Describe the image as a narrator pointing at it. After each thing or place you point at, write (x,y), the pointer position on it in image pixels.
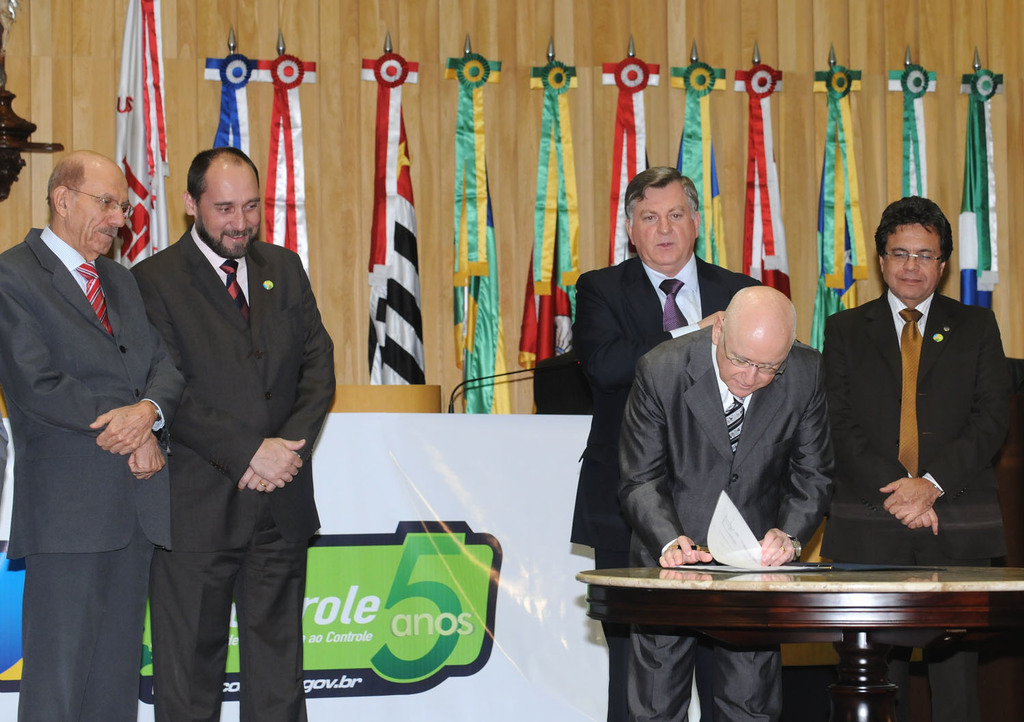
This image is clicked in a meeting. There are five persons (790,493) in this image. All are wearing suits (726,443). To the right (848,615), there is a table (828,593) on which papers (747,557) are kept. In the background (186,67), there is a wooden wall (261,49) on which flags (139,45) are placed. In the middle (402,424) there is a banner (436,660).
